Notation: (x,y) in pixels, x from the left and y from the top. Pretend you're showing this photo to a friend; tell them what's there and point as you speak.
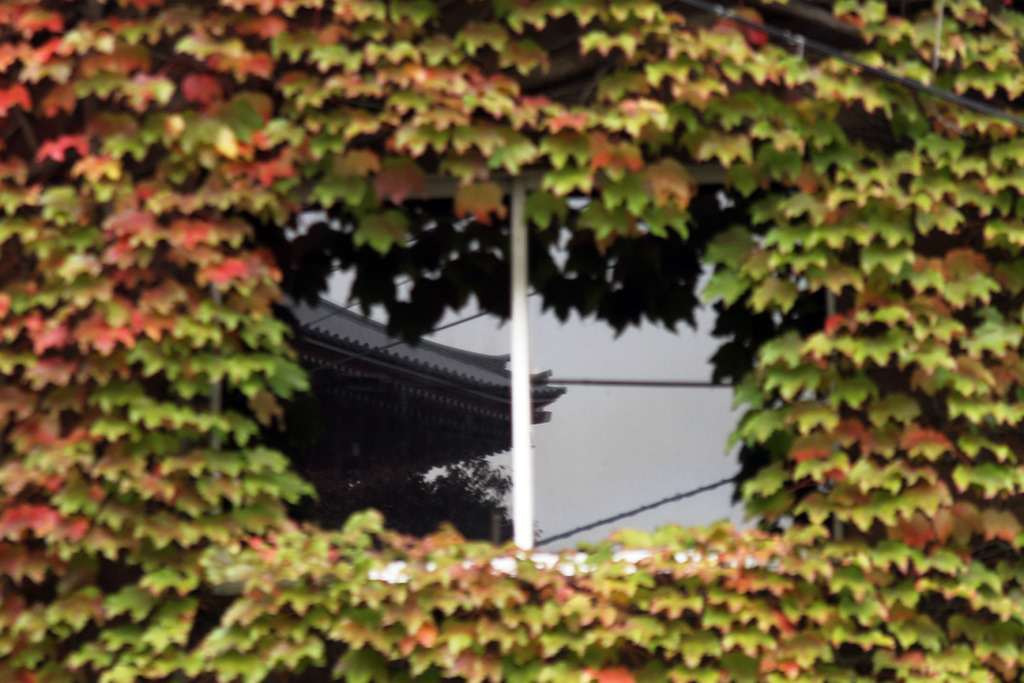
In this image in the foreground (216,489) there are some plants (960,332), and in the center (520,306) there is a window (528,435) and through the window (464,354) we could see a reflection (412,355) of trees (457,485) and wires (597,381).
